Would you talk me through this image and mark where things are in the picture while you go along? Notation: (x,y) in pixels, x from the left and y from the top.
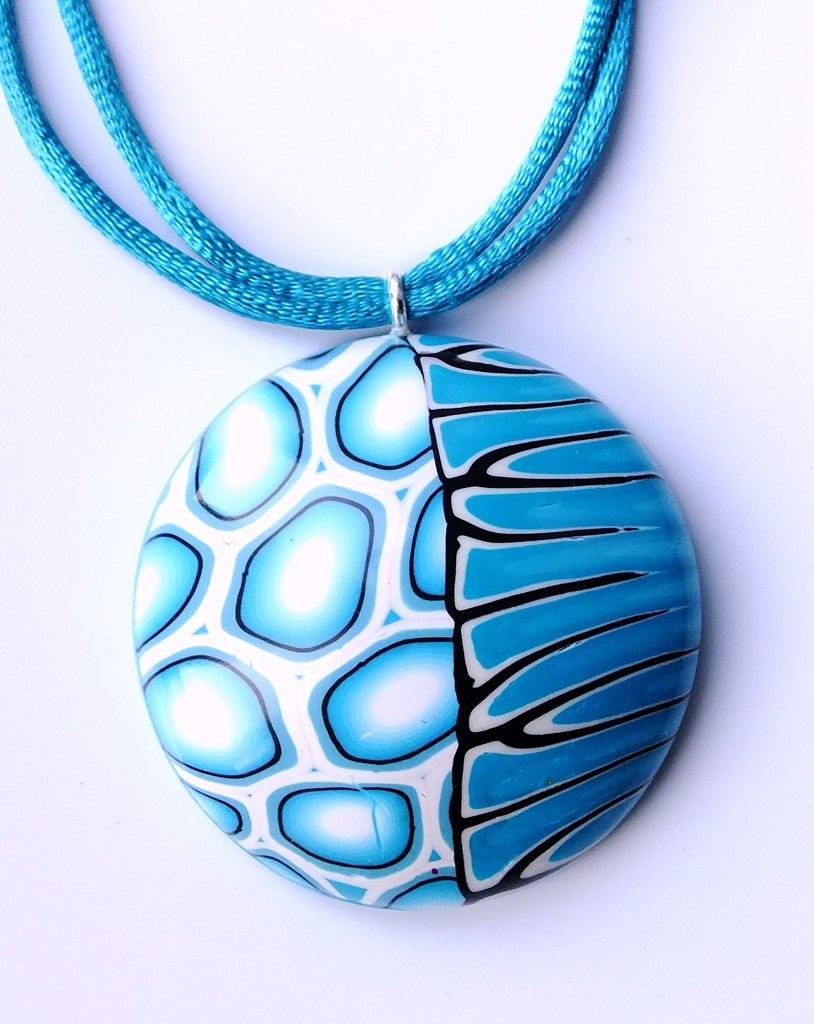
In this picture we can see a chain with a locket (460,553) and in the background (444,982) we can see the surface (186,400).
